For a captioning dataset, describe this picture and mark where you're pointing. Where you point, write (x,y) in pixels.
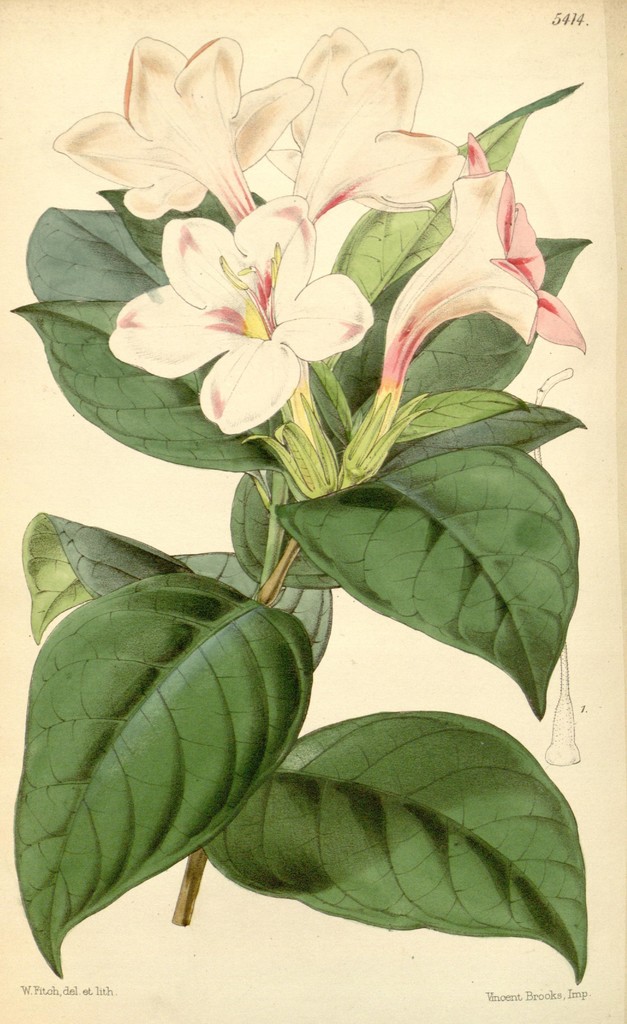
In this image there is a painting (275,276) of flowers (306,305) and green leaves (306,557).
